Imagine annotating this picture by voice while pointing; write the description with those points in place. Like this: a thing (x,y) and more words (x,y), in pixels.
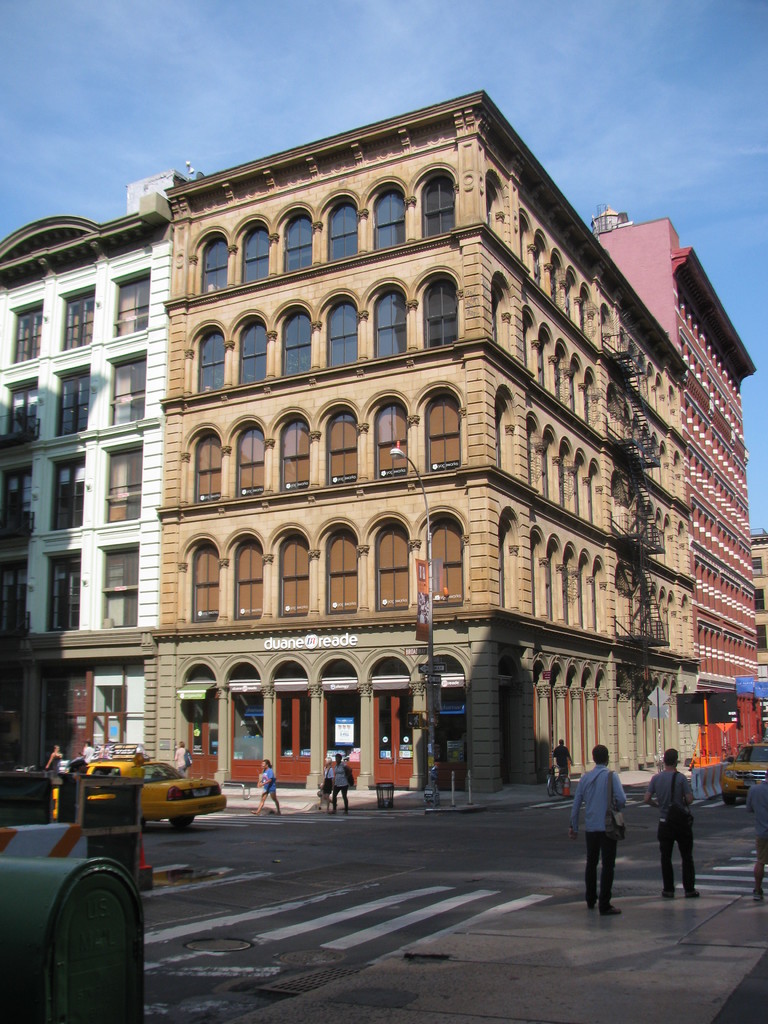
In the center of the image (455,346) we can see the buildings (259,282), windows (502,564), text (342,639) on the wall (380,508), pole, light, stairs (619,365), boards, posters (352,716) on the doors (380,716). At the bottom of the image (393,882) we can see the road (406,916), vehicles (762,774) and some people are walking on the road (281,921). At the top of the image (554,106) we can see the clouds (430,16) in the sky (589,77).
